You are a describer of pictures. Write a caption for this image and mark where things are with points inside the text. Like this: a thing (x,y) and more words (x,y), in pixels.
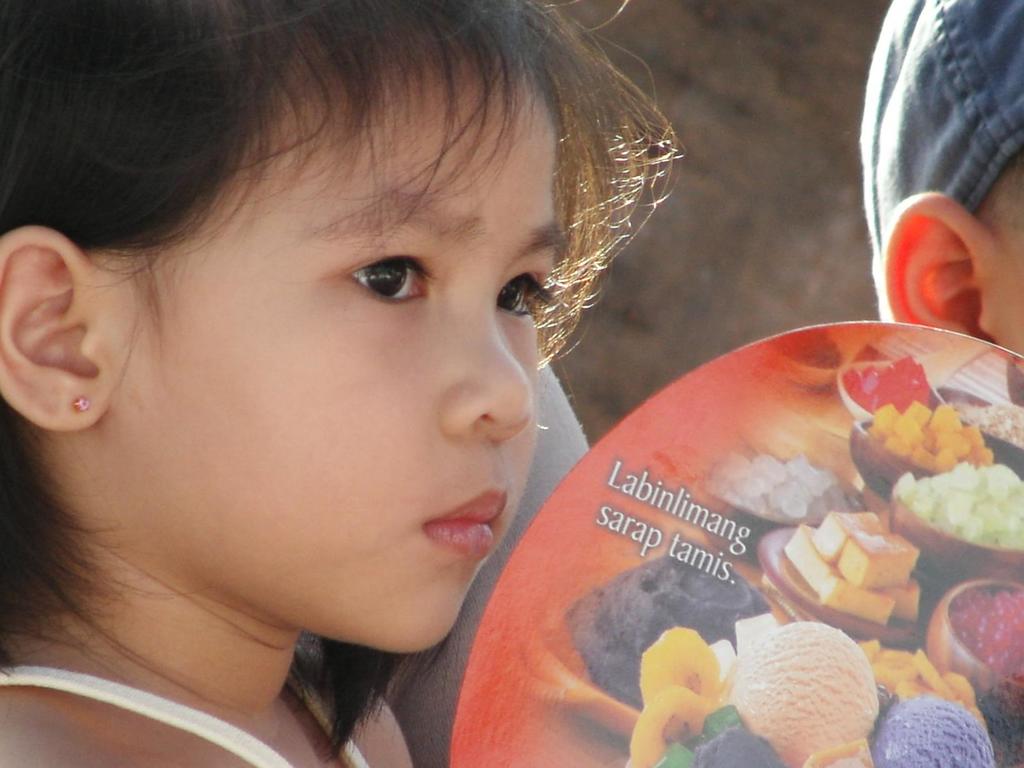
In this picture I can see the face (398,326) of the child (380,368).
